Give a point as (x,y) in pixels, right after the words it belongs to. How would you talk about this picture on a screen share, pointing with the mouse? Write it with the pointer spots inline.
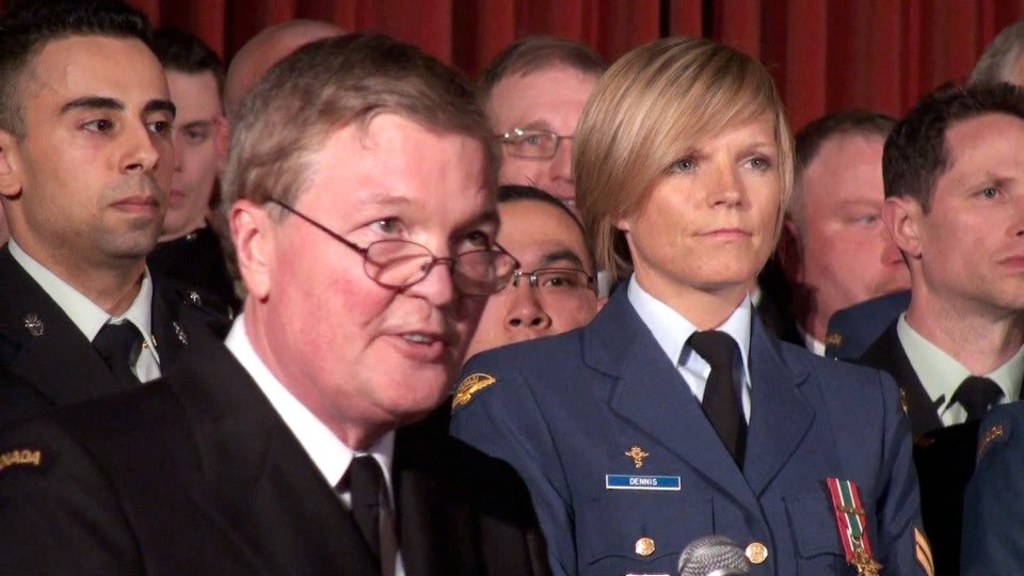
In this image there are a group of people (400,227) who are standing and at the bottom (714,555) there is one mike (713,549), in the background (240,10) there is a curtain (766,17).
